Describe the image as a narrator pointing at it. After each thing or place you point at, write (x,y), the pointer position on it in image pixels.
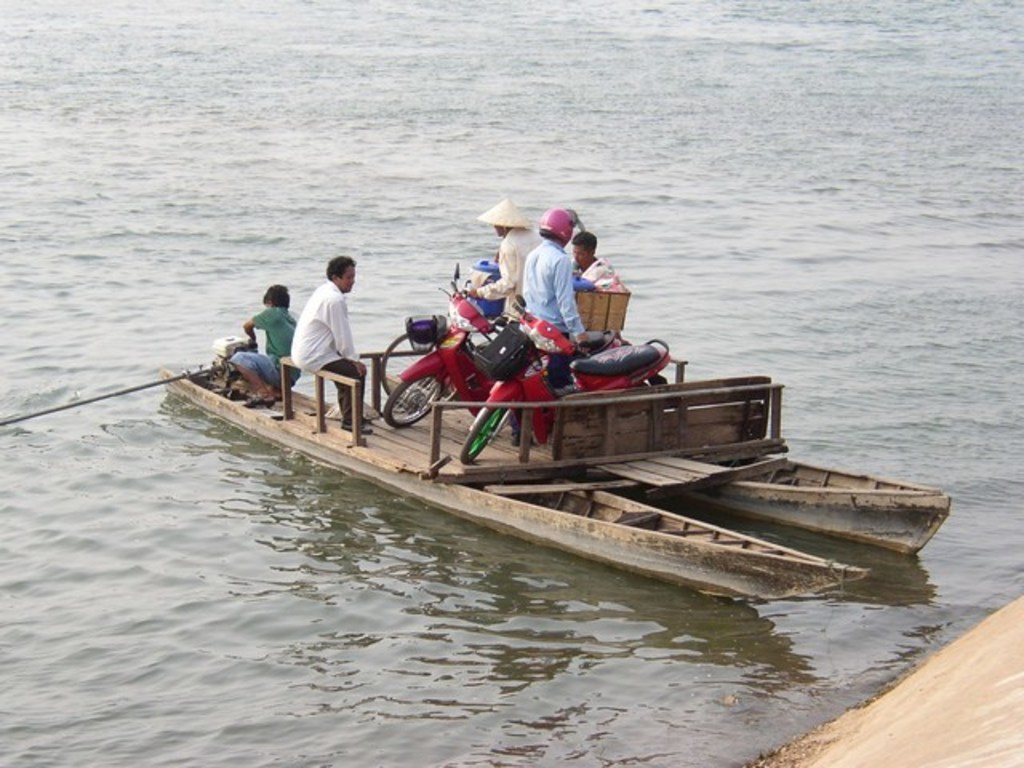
In this image I can see the boat (894,494) on the water (313,581). On the boat (391,457) I can see the group of people (336,276) with different color dresses (515,289). I can see the bicycle wheel (390,350) and the two motorbikes (496,390). I can see two people (518,236) with hat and helmet (563,217).
